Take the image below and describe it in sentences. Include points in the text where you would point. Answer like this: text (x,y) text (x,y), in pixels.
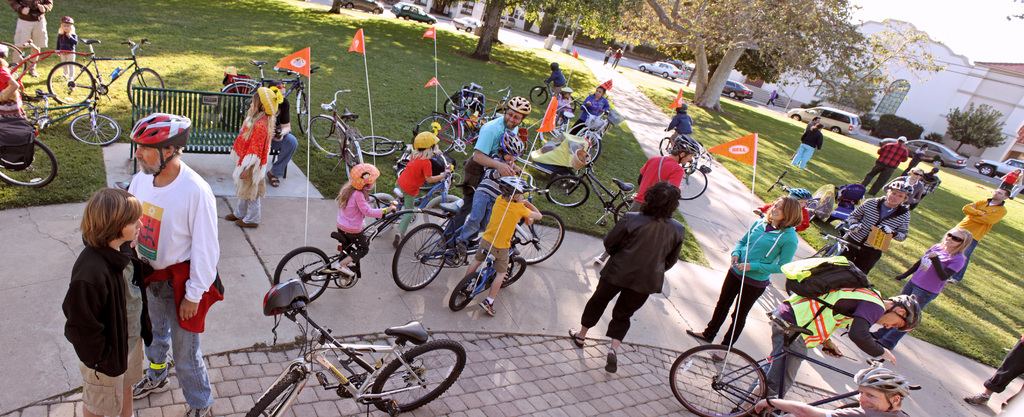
In this image there are some persons (670,232) and Bicycles (18,163) are in the below of this image. there are some trees (722,58) at top of this image (650,1) and there are some vehicles (467,24) like cars (833,117) are at middle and right side of this image (930,149) and there is a building (790,88) at right side of this image (925,77).
